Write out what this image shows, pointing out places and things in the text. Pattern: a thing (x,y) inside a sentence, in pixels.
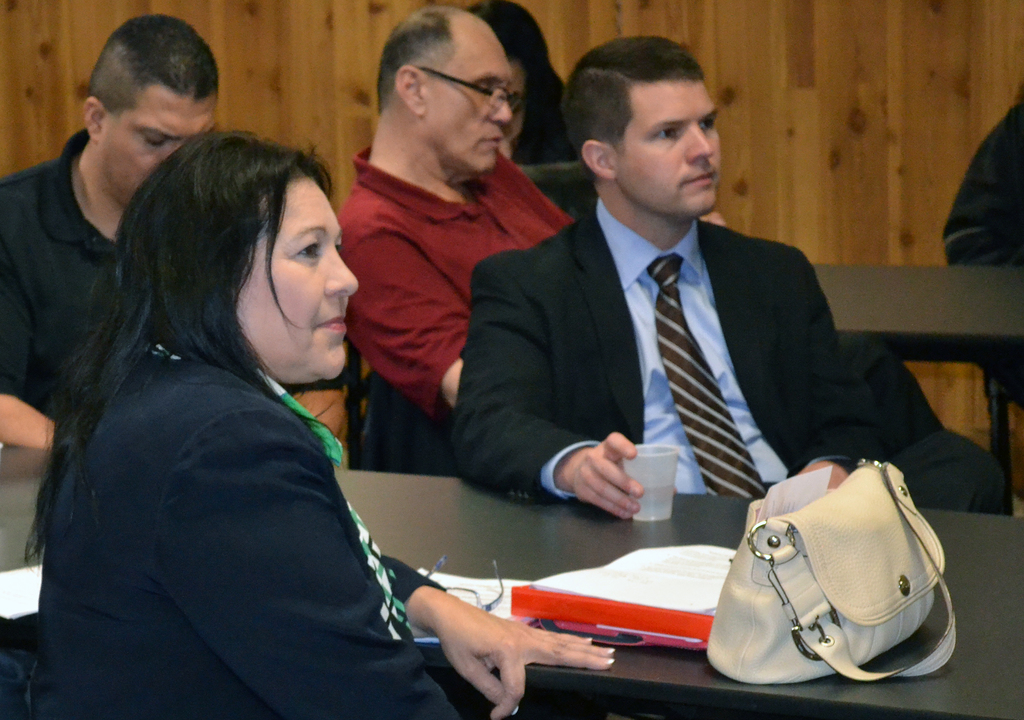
In this picture there are group of people (283,399) sitting on the chair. There is a cup (656,480), spectacle (492,607), file (527,591), paper (580,573), handbag (801,578) on the table (652,536).
